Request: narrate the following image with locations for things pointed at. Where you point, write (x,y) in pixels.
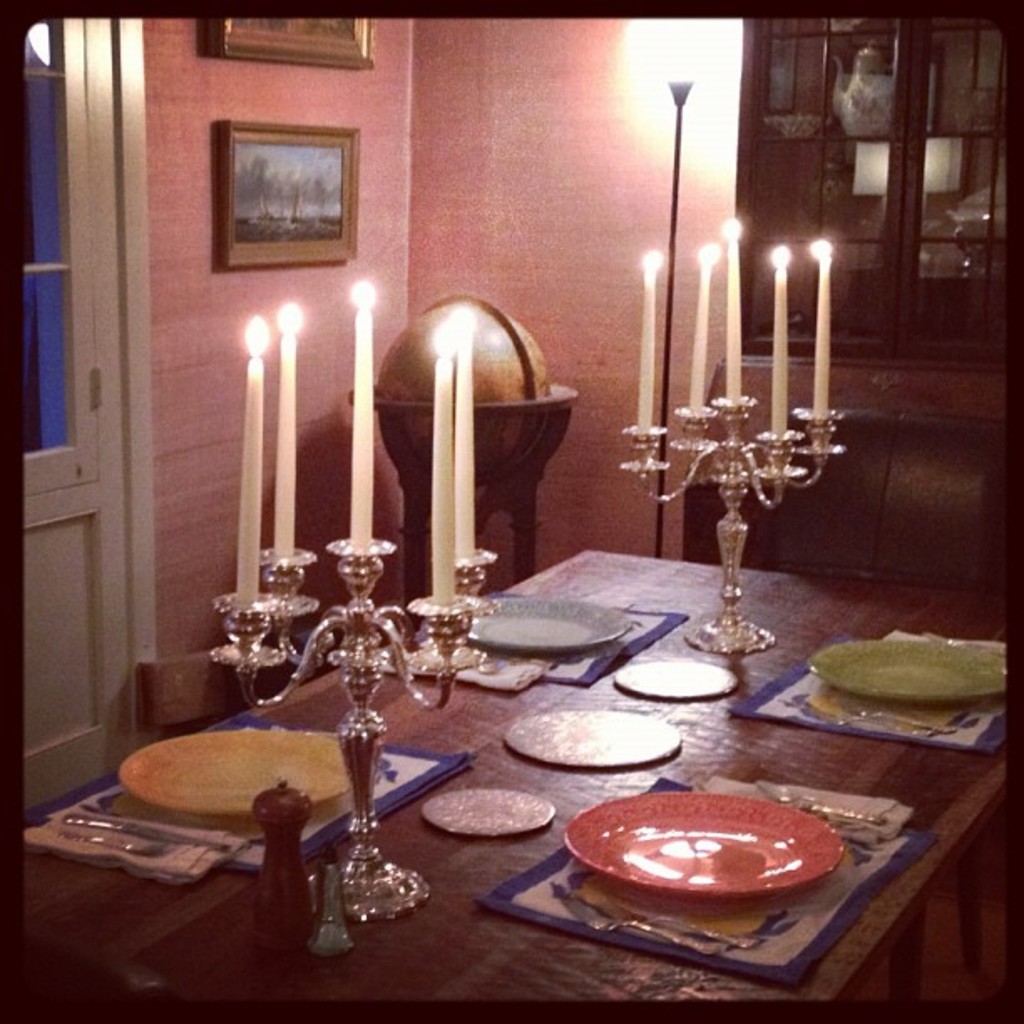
This picture is inside view of a room (111,646). In the center of the image (656,591) there is a table (815,767). On the table (496,773) we can see plates (653,823), cloth (772,698), knife (124,830), fork (859,720), candles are there. In the background of the image (934,298) we can see cupboards (762,97), vessels (892,106), photo frame (284,200), door (27,247), light (653,54), wall (508,94) are present.
